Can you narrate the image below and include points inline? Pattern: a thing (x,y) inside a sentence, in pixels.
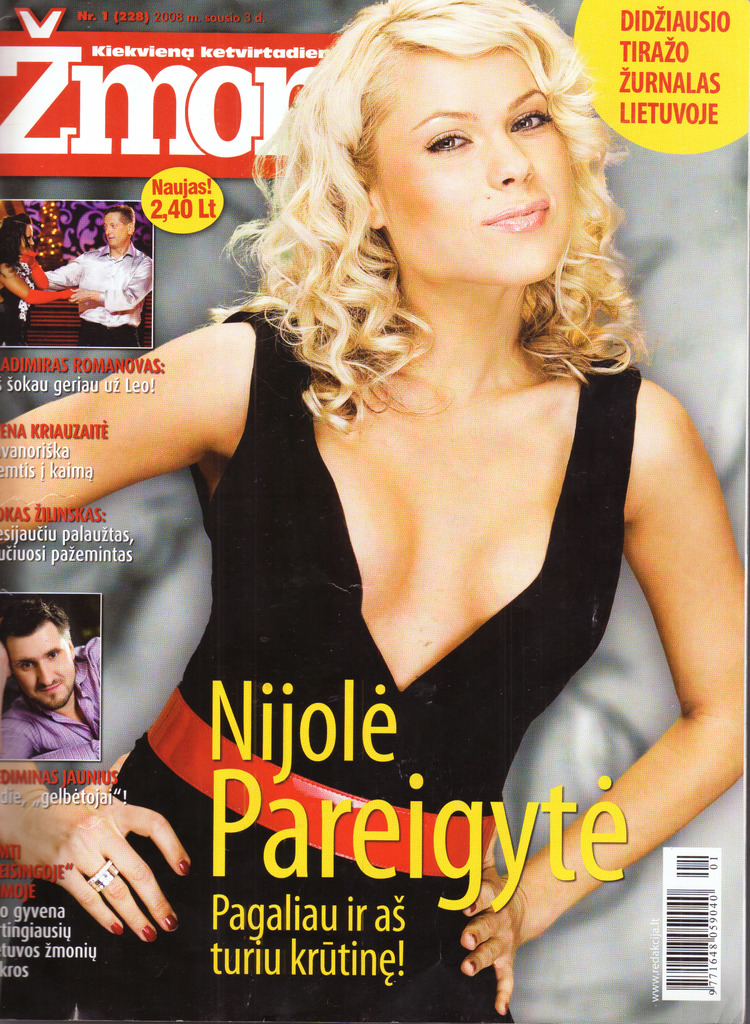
In this picture it looks like a poster (535,654), in the middle (425,636) there is a woman (497,625), at the bottom (413,778) there is the text (422,852), on the left side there are men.
